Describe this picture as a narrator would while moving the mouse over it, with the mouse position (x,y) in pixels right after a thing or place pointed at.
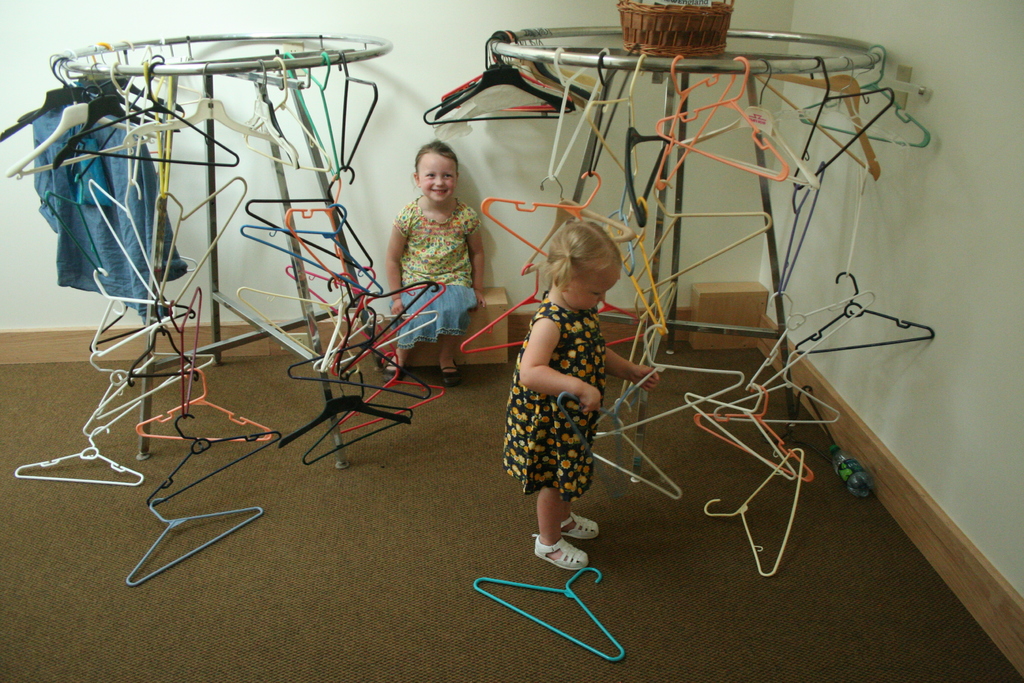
In this image I can see two girls (416,181) where one is sitting and one is standing. I can also see number of cloth hangers (867,164), for clothes (86,240), a basket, a bottle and two stands (295,91).
